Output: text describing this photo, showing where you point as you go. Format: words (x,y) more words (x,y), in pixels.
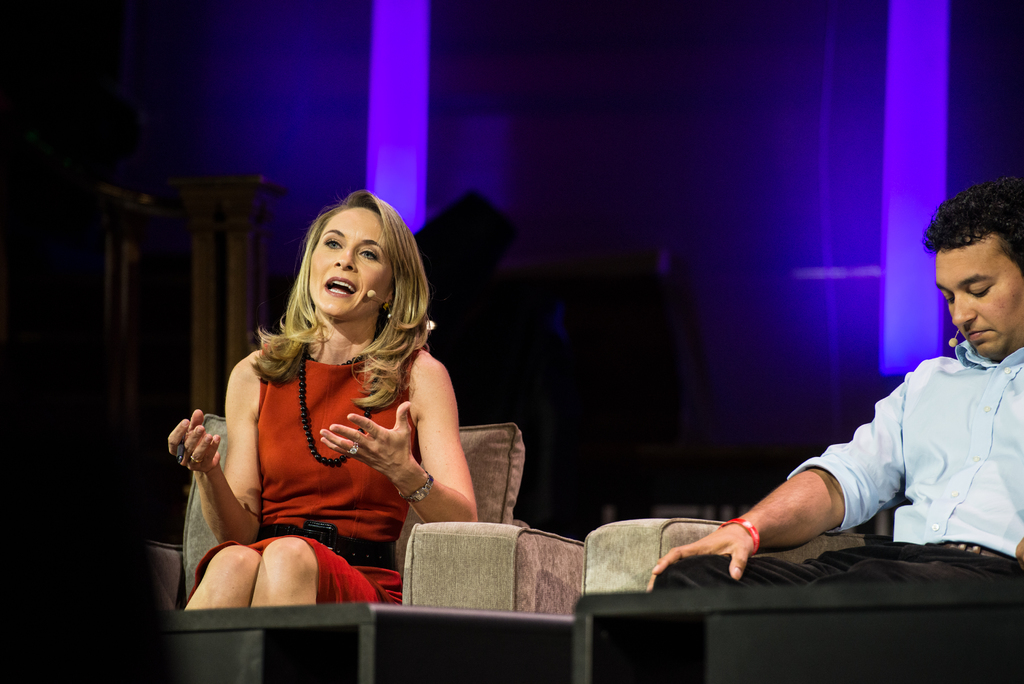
In the image there are two people (327,533) sitting on sofas (694,529) and the woman (313,396) who is sitting on the first sofa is speaking something, behind them there are some lights (376,110) and other settings (194,200).
